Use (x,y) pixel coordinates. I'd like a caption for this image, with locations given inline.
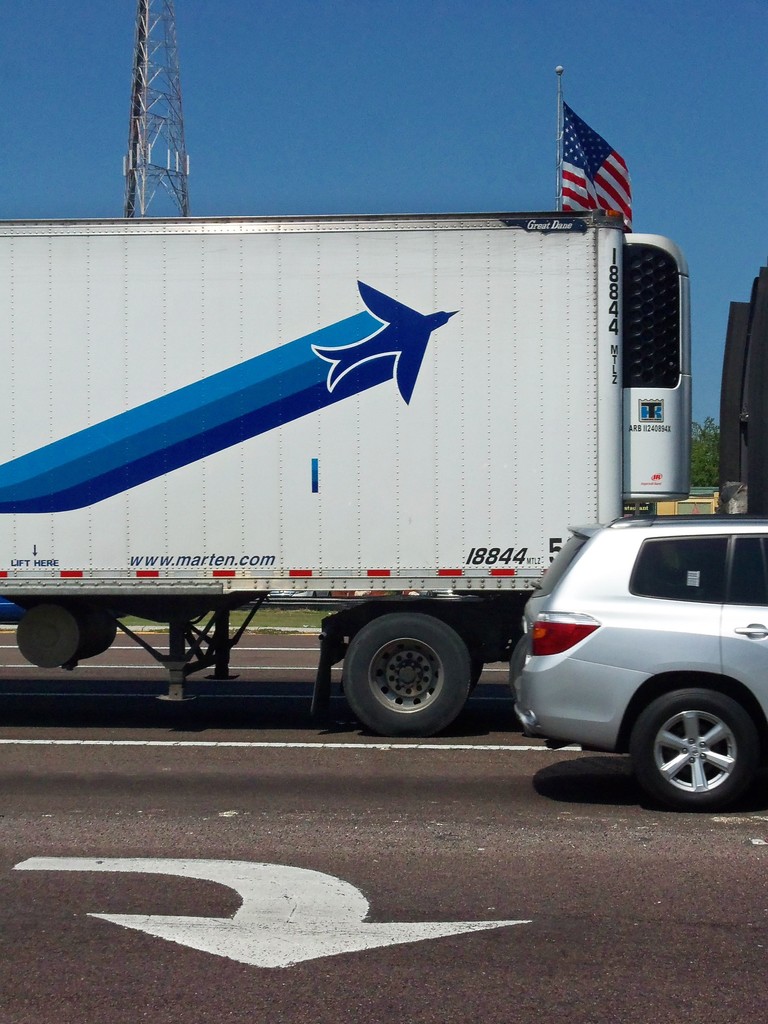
In this image we can see some vehicles (668,523) on the road (538,901). On the backside (157,187) we can see the metal frame (148,191), some plants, the flag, grass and the sky (215,174).
